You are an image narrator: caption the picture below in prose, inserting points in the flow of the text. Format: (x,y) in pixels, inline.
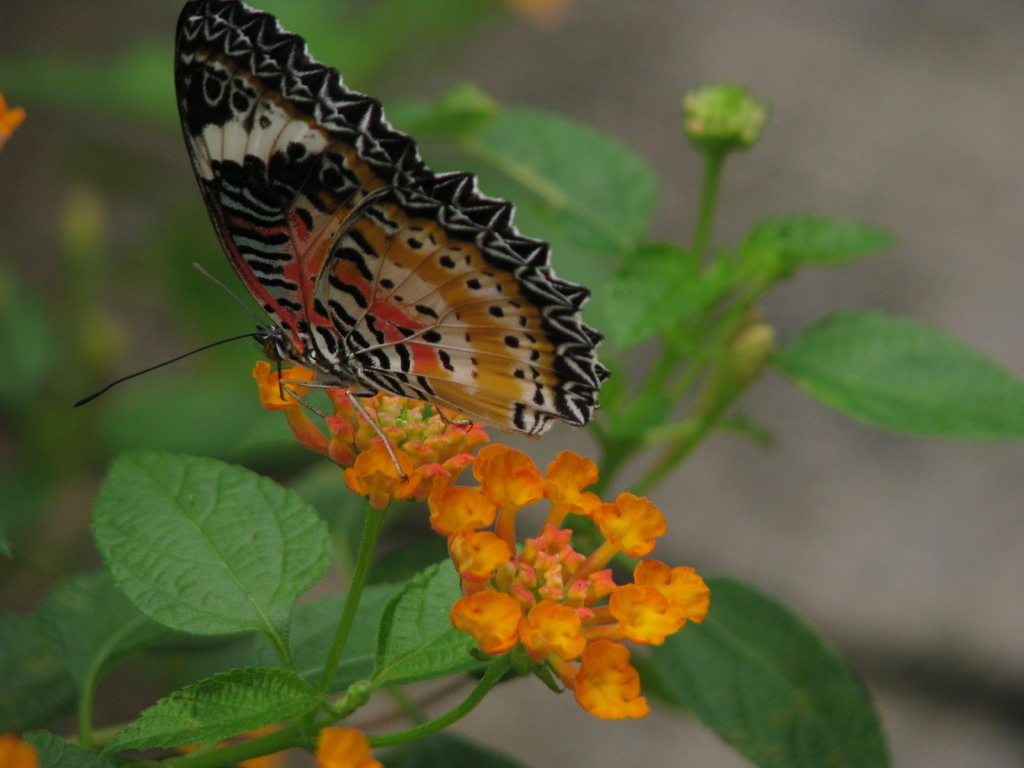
In the center of the image (483,303), we can see a butterfly (297,252) on the flowers (414,420) and in the background (114,455), we can see a plant (427,615).
